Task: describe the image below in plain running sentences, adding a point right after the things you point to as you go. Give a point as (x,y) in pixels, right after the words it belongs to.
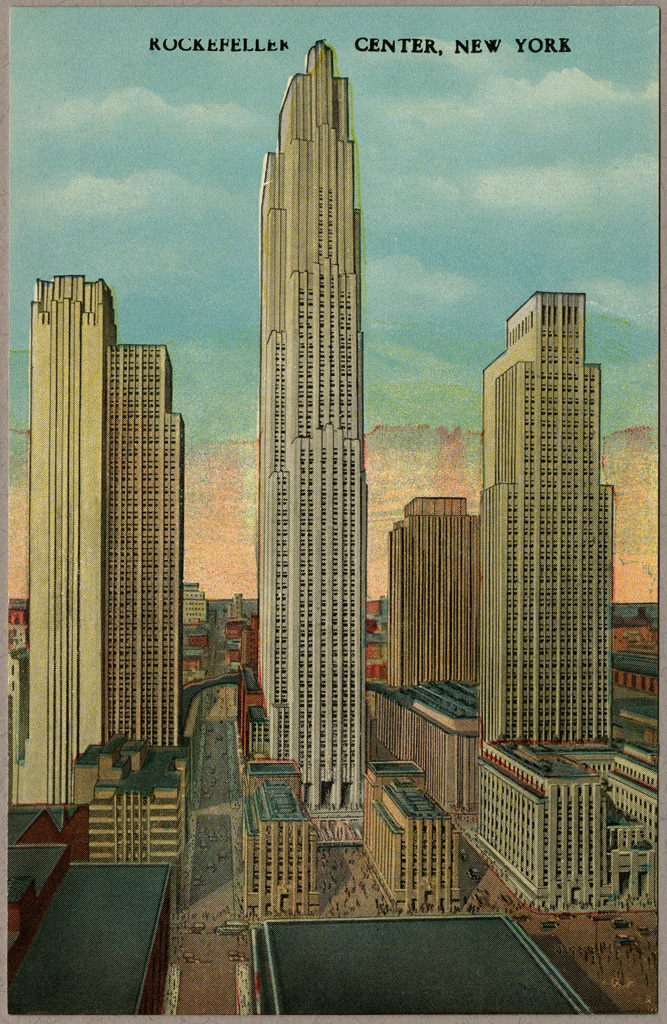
This image is a painting and in this image we can see many buildings (408,701). Road (377,910), people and few vehicles (621,940) are also visible in this image. At the top (162,166) there is sky (228,126) with clouds (443,190). There is also black color text (371,45) on the top (534,42). This image has borders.
